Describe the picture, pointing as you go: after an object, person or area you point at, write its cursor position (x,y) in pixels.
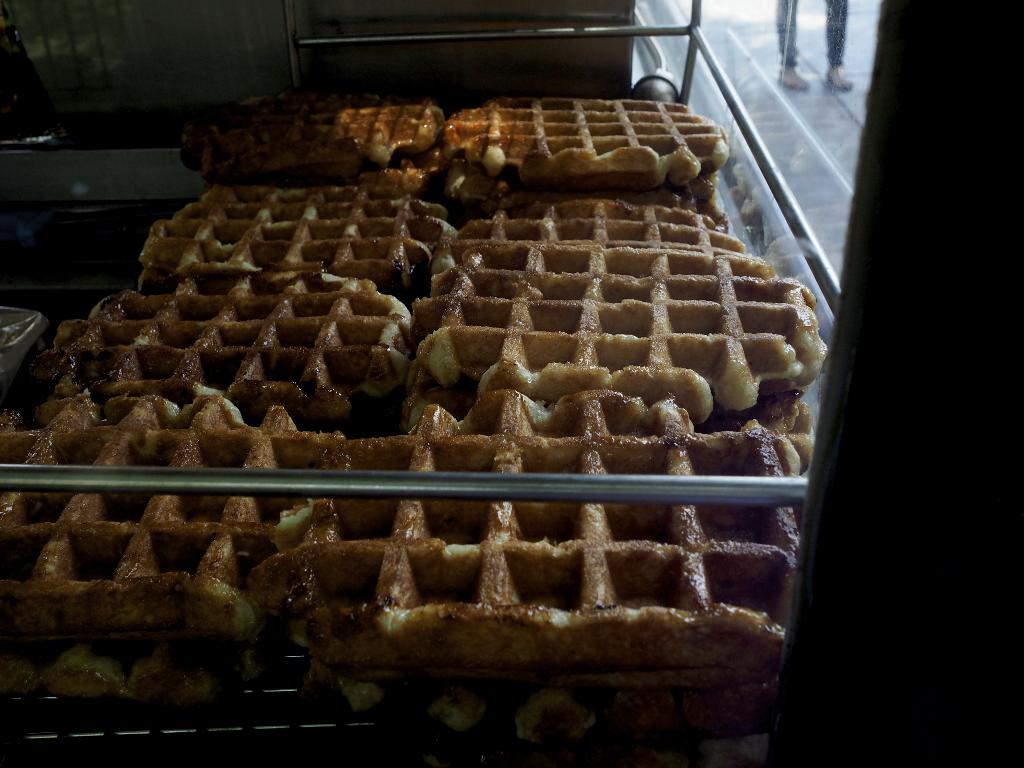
Here we can see food (537,512) and rods (275,480). Through this glass windows (788,133) we can see person legs (836,15).
